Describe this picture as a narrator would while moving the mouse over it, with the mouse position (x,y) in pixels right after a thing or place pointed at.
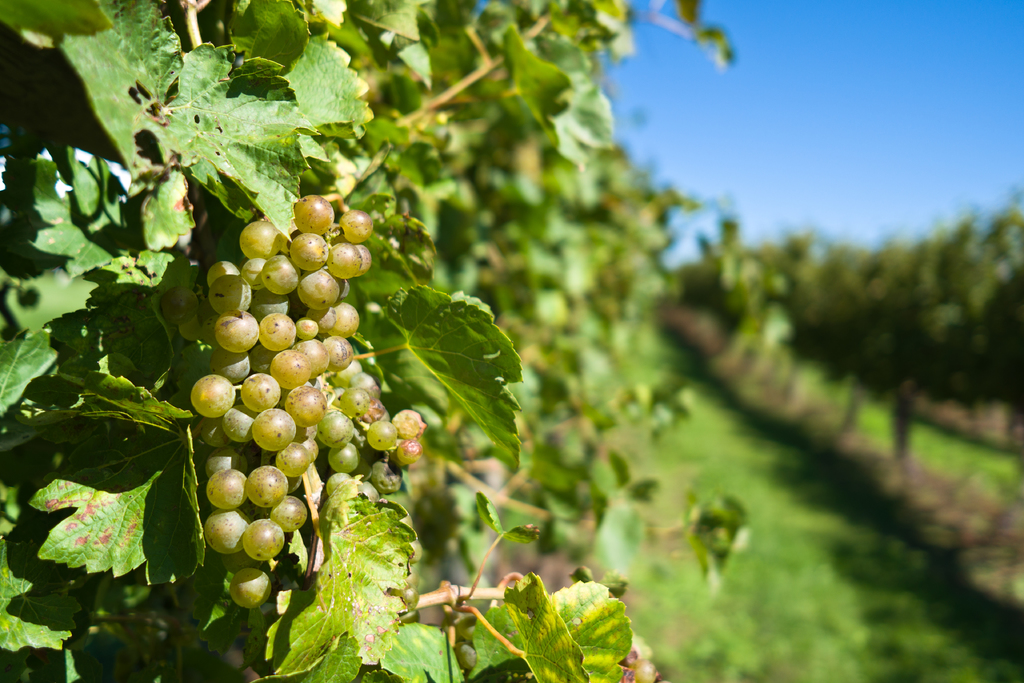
In this image I can see few trees (536,242) in green color and few grapes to the tree (459,140). I can see the sky (662,123).
